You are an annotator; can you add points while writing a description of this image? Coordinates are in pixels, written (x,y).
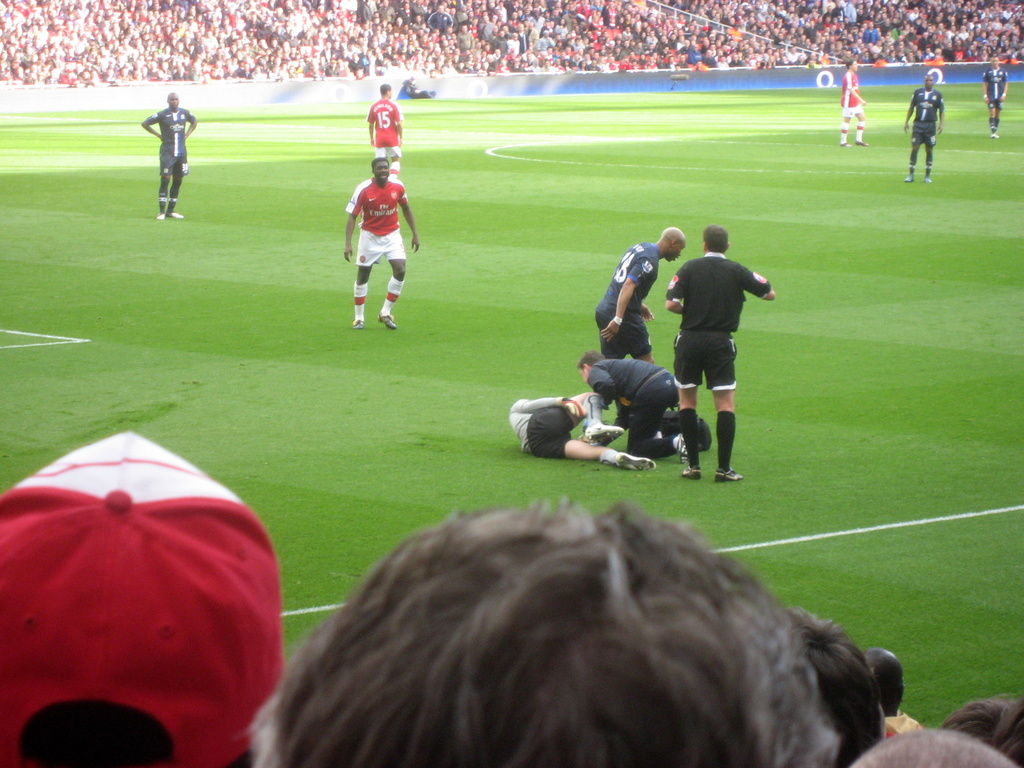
In this image I can see group of people (707,378) playing game, in front (718,318) the person (718,331) is wearing black color dress (711,363) and the person (386,197) at left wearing red and white color dress (383,209). Background (714,82) I can see a blue color board (728,84) and I can see group of people (708,65) sitting.
